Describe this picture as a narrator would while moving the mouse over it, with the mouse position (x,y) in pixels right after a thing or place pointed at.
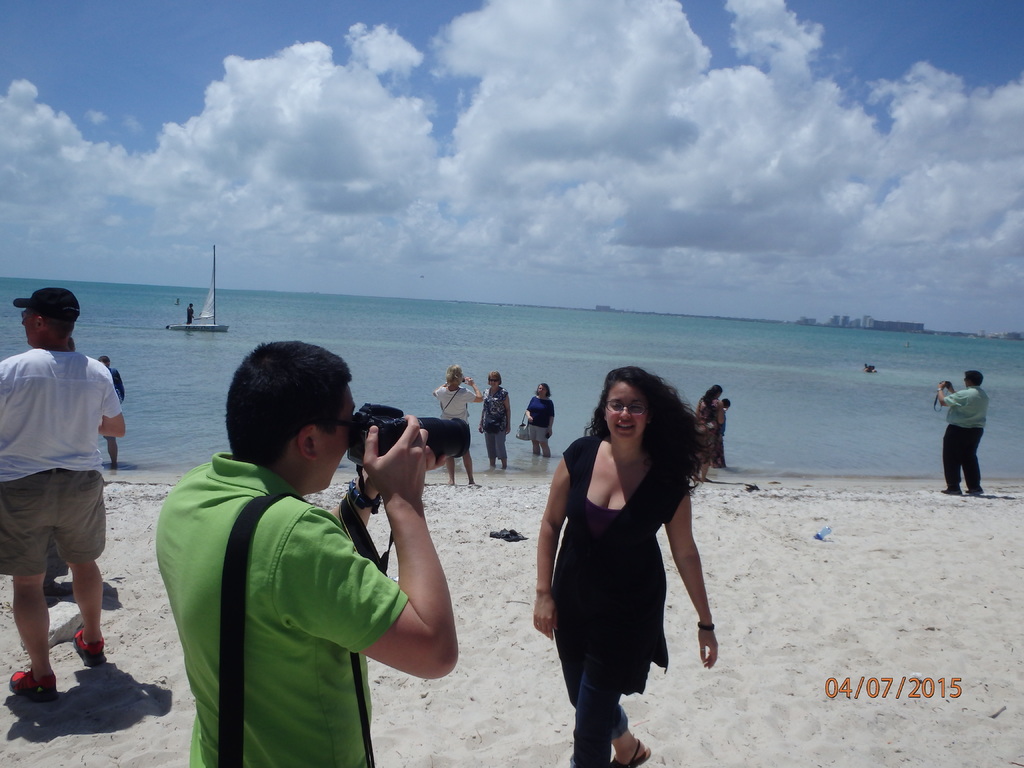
This is a beach (459,704). Here I can see a man (275,544) wearing a green color t-shirt (248,617), bag (219,733), holding a camera (390,432) and capture the picture of a woman (626,438) who is standing in front of him. She is wearing a black color dress (588,558), smiling and giving pose for the picture. In the background (969,427), I can see some more people (955,421). In the background (443,323) there is an Ocean (400,317) and also I can see a boat (204,314). At the top of the image (238,70) I can see the sky (88,48) and clouds (407,94).
